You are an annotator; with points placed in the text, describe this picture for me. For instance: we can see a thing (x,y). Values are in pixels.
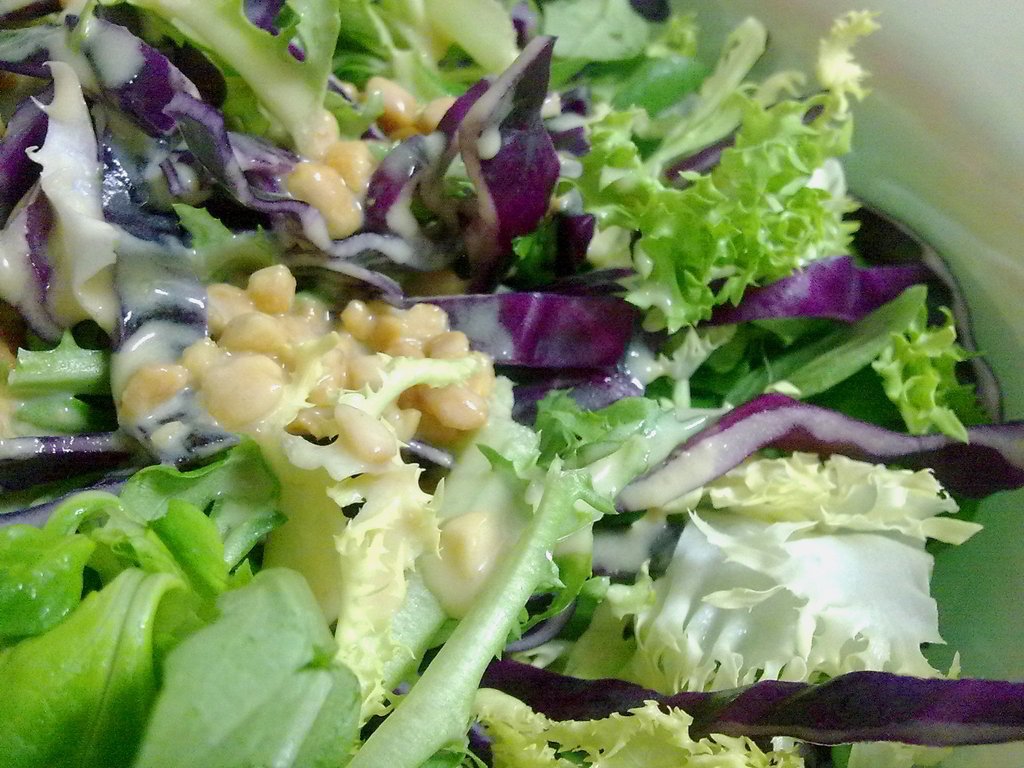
This image consists of salad (228,278) in which we can see the leaves (319,500) and seeds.
